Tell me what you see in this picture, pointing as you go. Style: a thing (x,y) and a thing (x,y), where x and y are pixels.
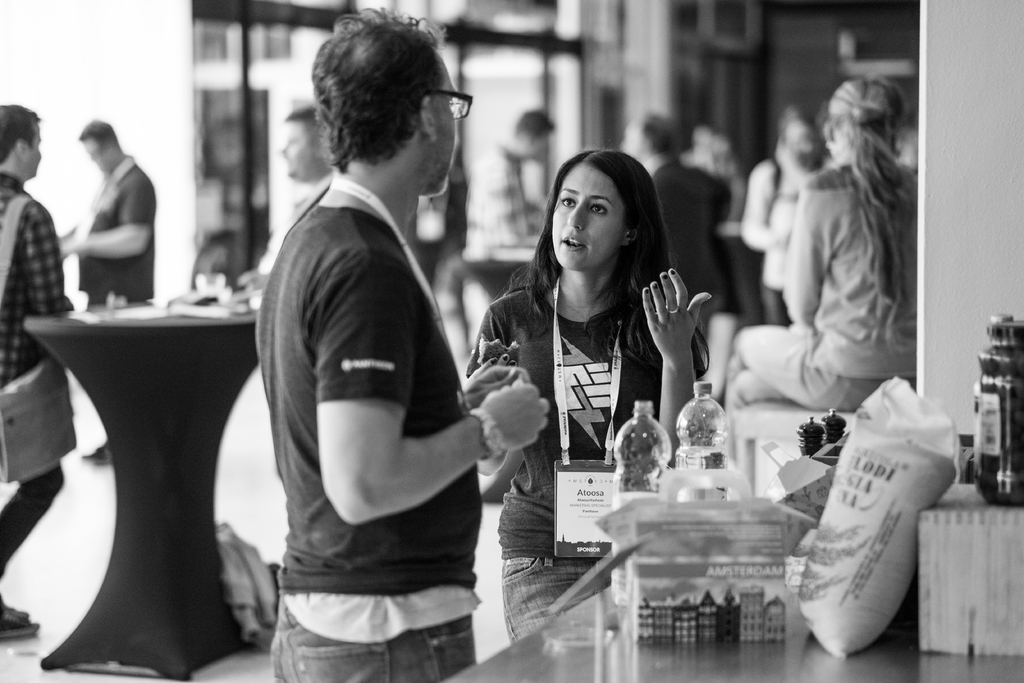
In this image we can see a man (503,435) and woman (517,319) standing and looking at each other. On the right side of the image (700,421) we can see a water bottles (683,439), bags (873,540), and some other things (712,581) are placed on the table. In the background of the image (114,165) we can see few more people (867,217).
